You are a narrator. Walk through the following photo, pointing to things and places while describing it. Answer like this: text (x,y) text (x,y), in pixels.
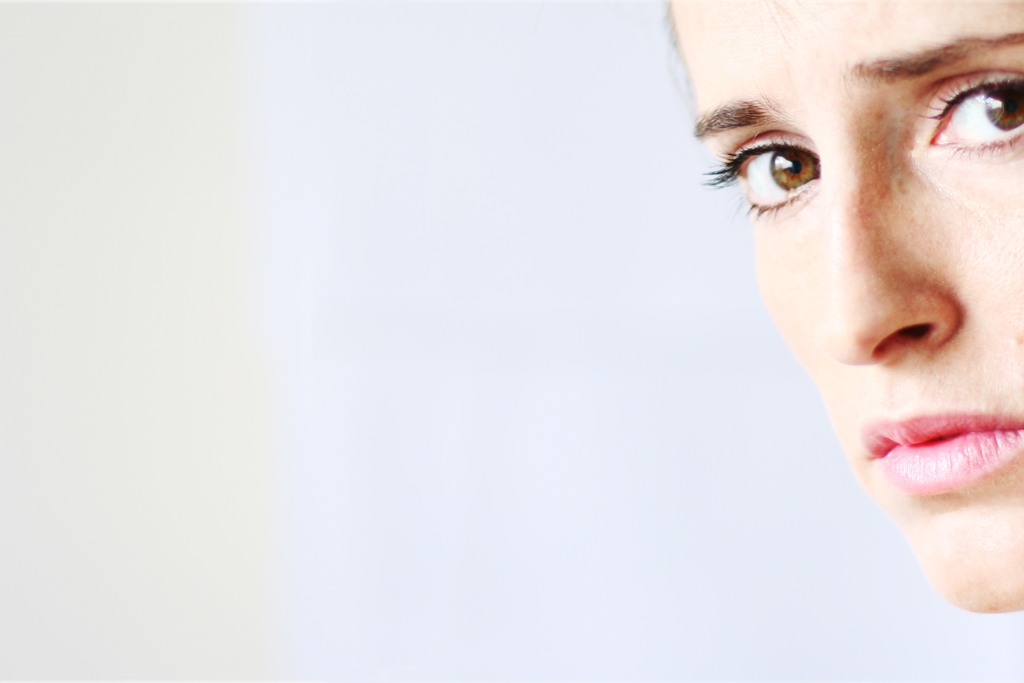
In this image we can see a person's face (929,196). There is a white background (600,535) in the image.
